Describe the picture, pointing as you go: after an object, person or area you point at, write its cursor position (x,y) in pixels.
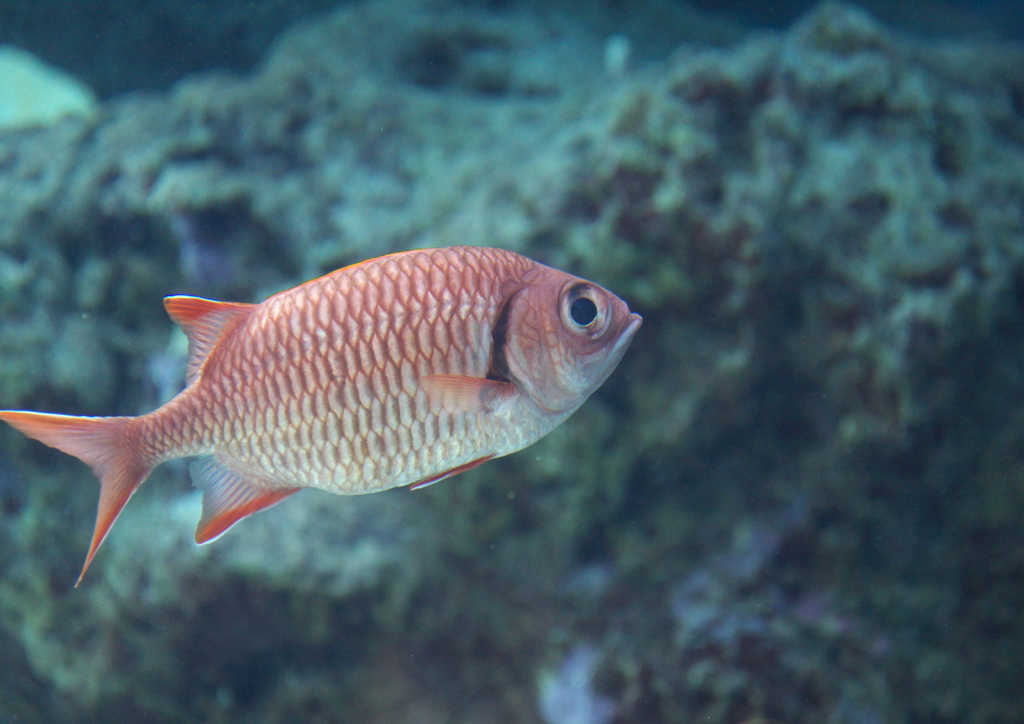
In this image I can see a fish (393,405) in the water (514,485).
